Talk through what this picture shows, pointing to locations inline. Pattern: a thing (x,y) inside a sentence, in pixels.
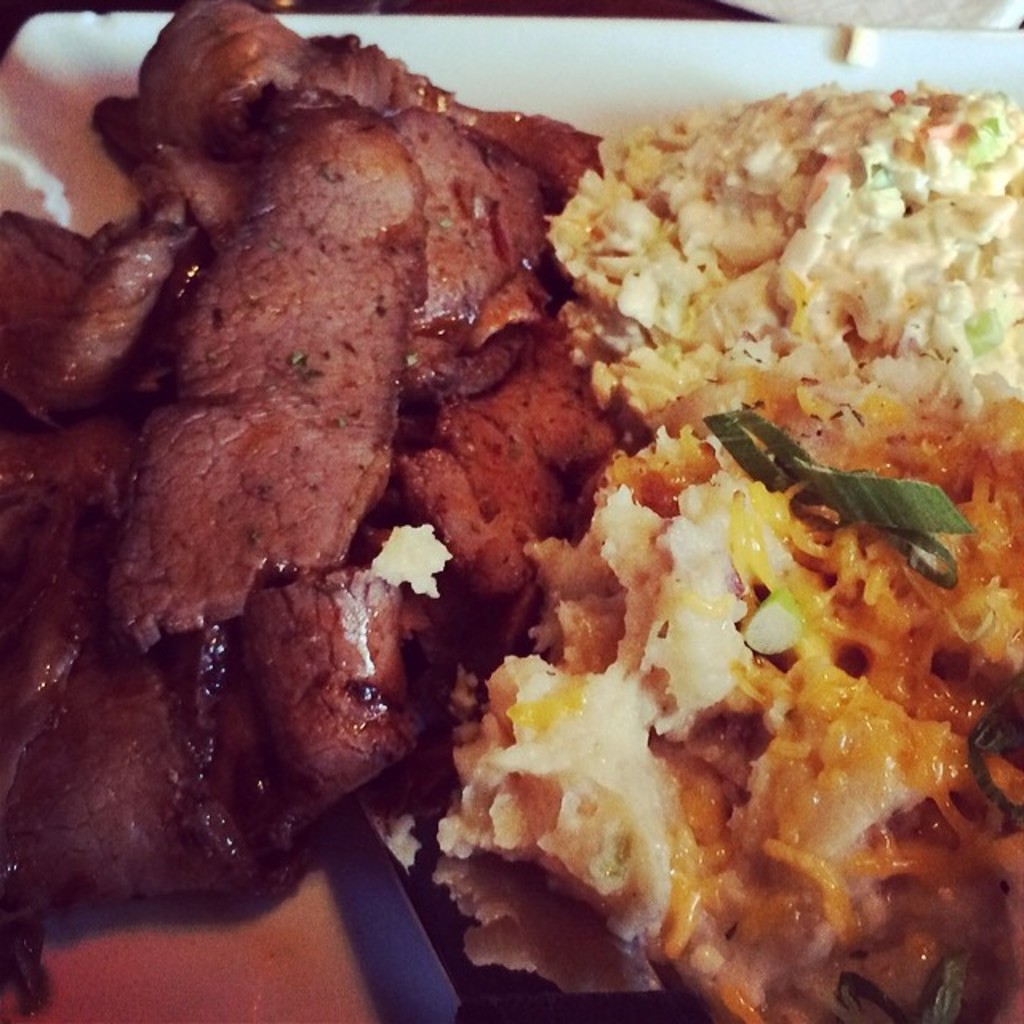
In the image we can see a plate (665,72), white in color. On the plate (703,70) we can see food item (498,513) and a spoon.
